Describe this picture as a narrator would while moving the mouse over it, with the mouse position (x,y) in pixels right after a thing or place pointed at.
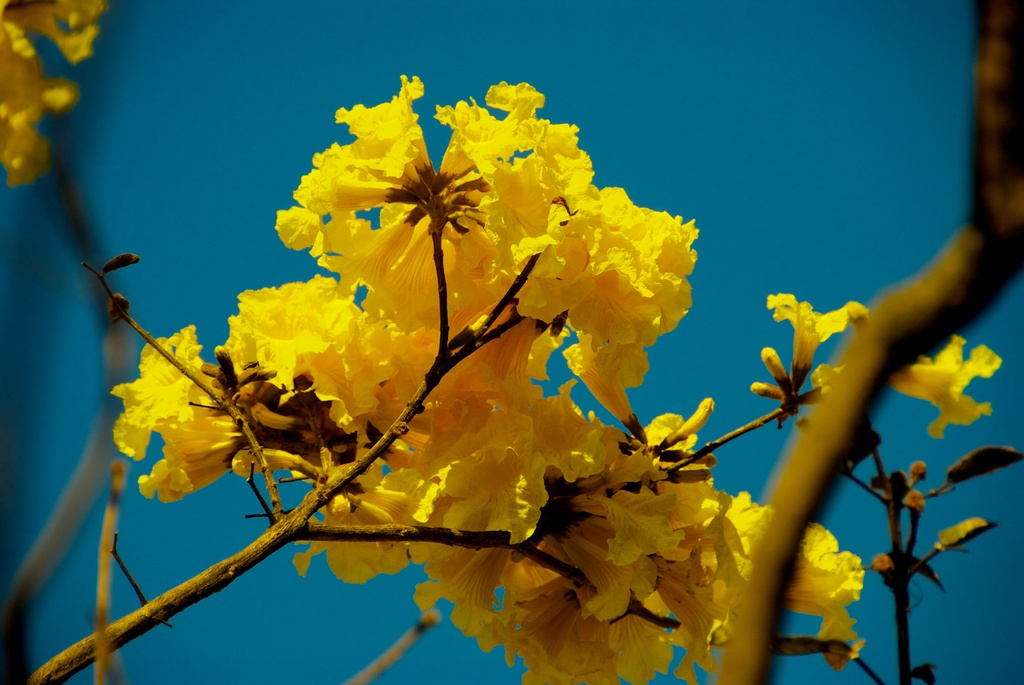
In this image there are beautiful yellow flowers (328,334) with stems (307,530), in the background (690,334) it is blue color.
